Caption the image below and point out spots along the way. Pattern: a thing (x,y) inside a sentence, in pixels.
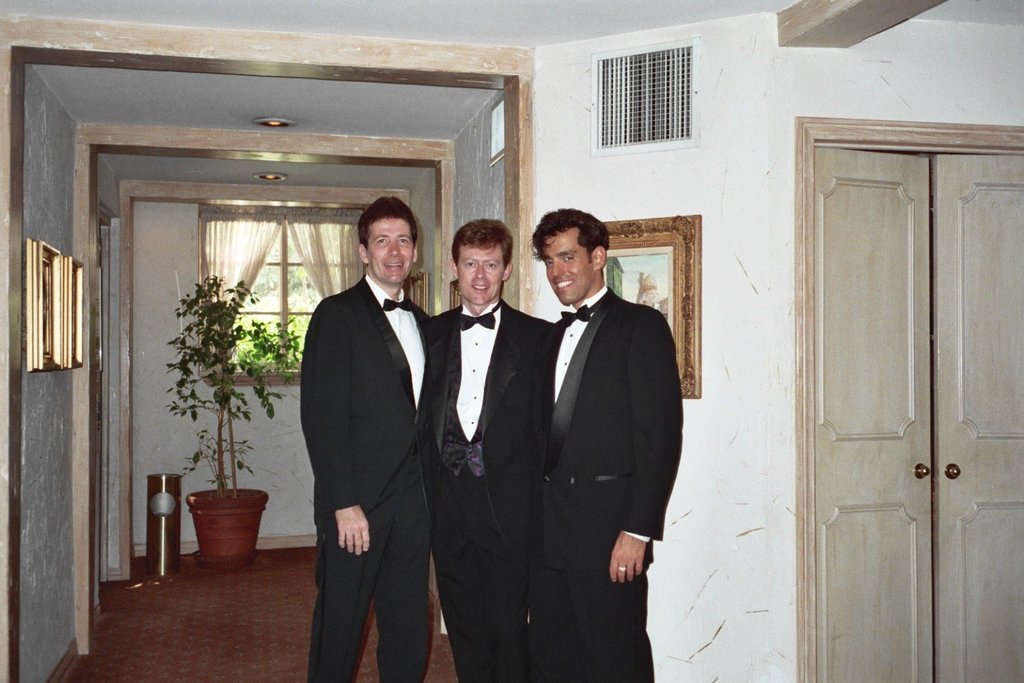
In the picture I can see three men (465,436) are standing and smiling. These three men (488,440) are wearing black color suits (503,458). In the background (259,506) I can see a plant pot (215,491), a window (285,321), curtains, photos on the wall (51,395), lights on the ceiling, doors (970,457) and some other objects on the floor (269,654).
